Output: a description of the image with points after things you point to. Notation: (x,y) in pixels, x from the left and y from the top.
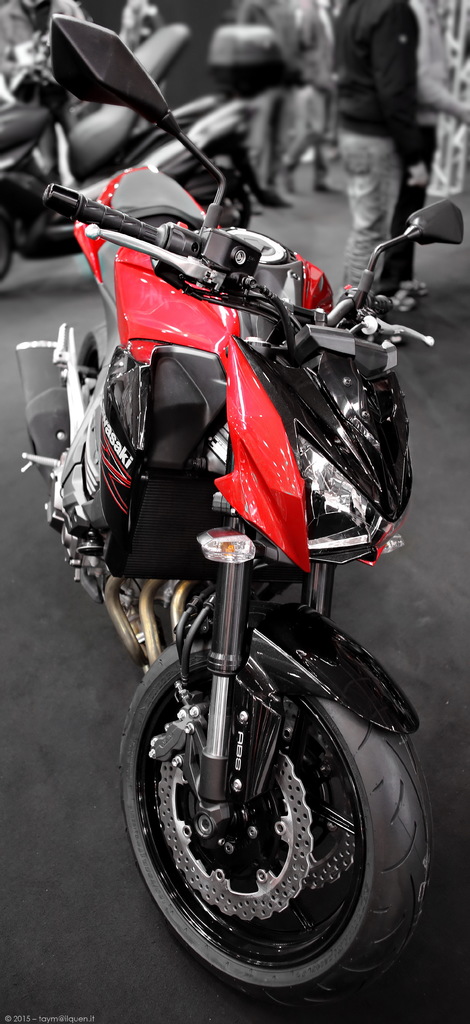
In this image there are bikes (196,299) and there are persons (283,95). In the background (464,79) on the right side (461,98) there is an object (457,98) which is white in colour.
